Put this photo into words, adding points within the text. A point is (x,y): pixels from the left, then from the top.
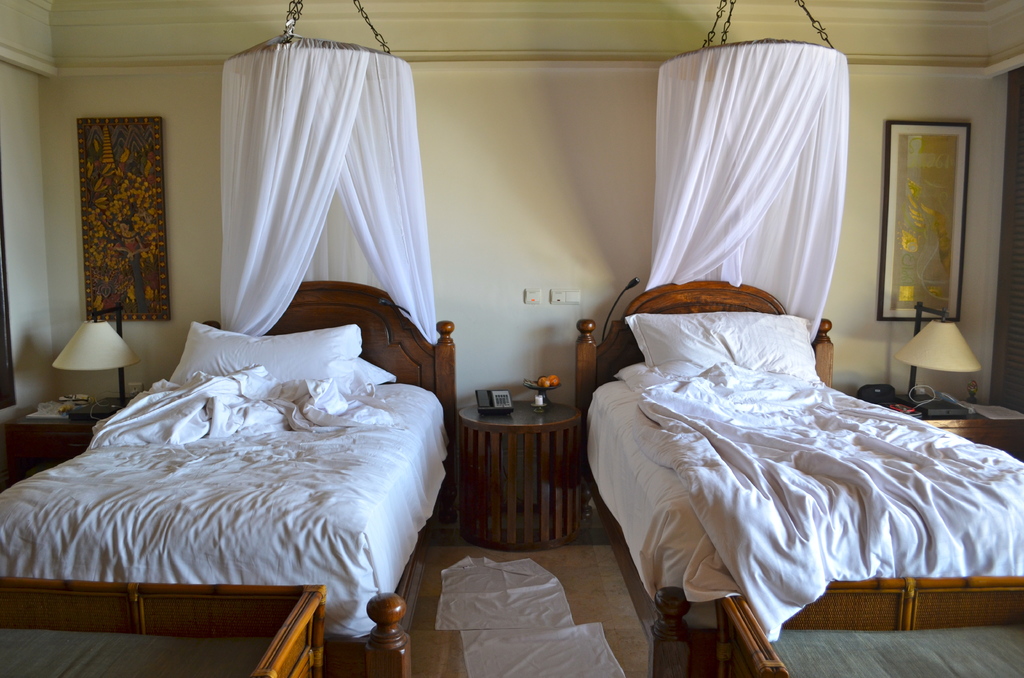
There are beds (433,454). On the bed (628,425) there are bed sheets (322,411) and pillows (742,347). Near to that there are tables (51,424). On the tables (954,405) there are table lamps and many other items (886,396). In the back (266,183) there are curtains (345,147). On the wall (505,151) there are switches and photo frames (908,225).
